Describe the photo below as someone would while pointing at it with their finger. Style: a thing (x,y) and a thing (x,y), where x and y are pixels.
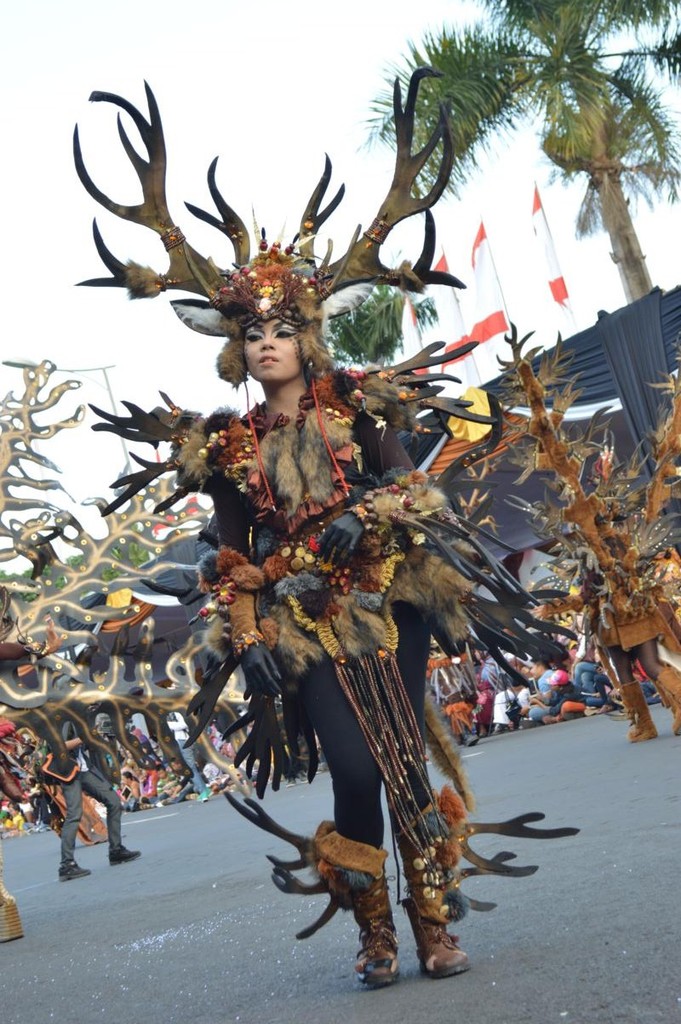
In this image we can see a persons (352,608) with costumes (312,645) performing on the road (553,869). In the background (612,320) there is a tree (575,77), building (654,375) and group of persons (542,676).
